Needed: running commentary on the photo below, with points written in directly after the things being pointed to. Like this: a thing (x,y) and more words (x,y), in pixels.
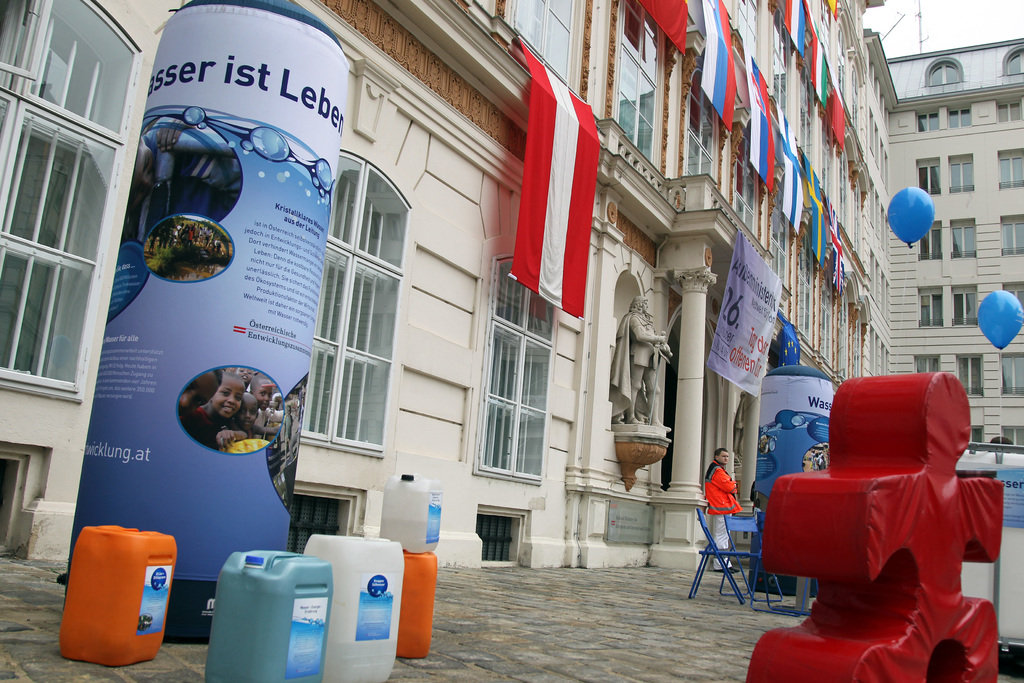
In this image here there are few bottles (354,573). These are poles (243,408) with pictures (189,265) and texts (828,404). These are balloons (986,309). In the background (479,245) there is a building (1015,401). These are flags (534,197). Here a person (719,458) is there. This is a statue (643,350).
